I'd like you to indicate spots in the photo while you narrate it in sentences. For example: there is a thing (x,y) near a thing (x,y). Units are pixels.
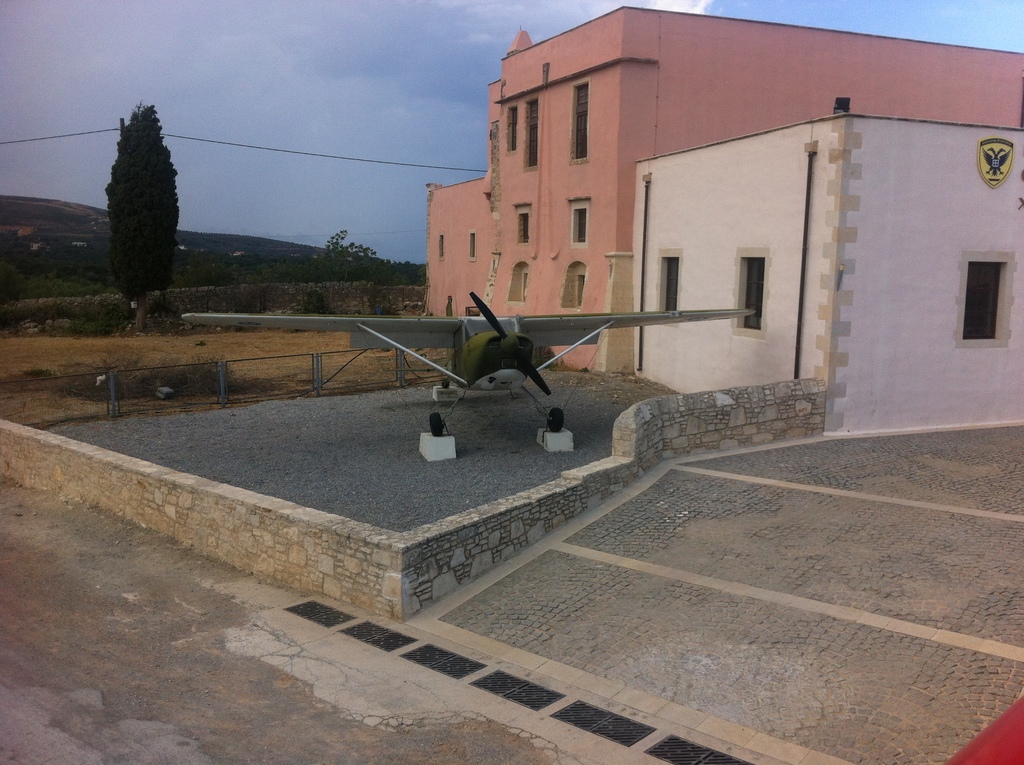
In this image I can see an aircraft (488,358) and the fence (163,405). To the right (855,125) I can see the buildings (678,246). In the background (341,166) I can see the trees (137,240), mountains (13,211) and the sky (344,127).
